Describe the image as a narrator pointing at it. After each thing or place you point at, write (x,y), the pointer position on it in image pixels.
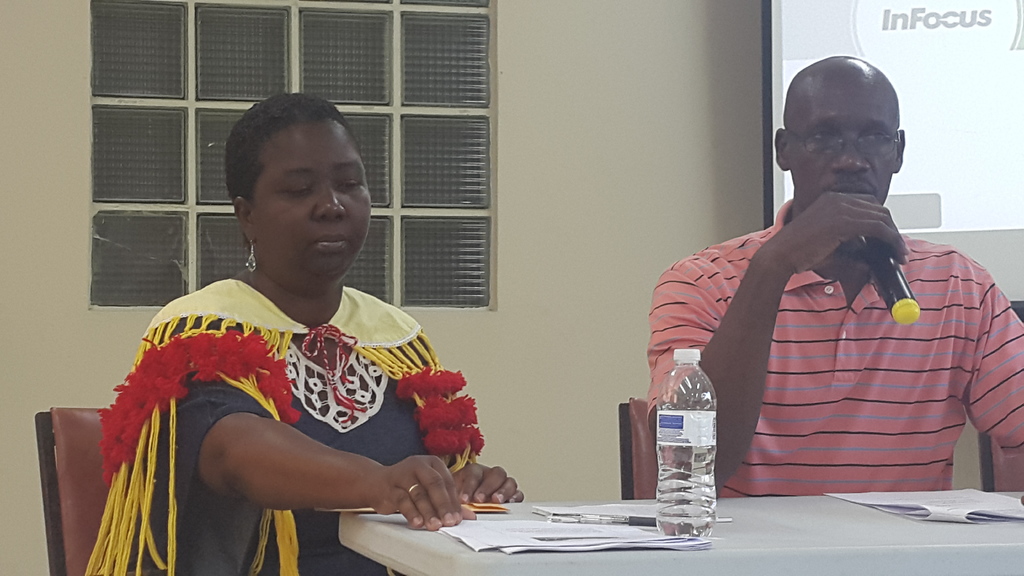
In this picture I can see two persons (414,364) are sitting on the chairs (637,454). On the bottom of the side there is a table (833,535). Some papers (656,533), pen (626,517), bottle (664,485) are placed on that. In the background (623,132) I can see a wall (683,69). On the right top of the side there is a screen (960,59). The person (883,362) who is sitting on the right side (883,283) is holding mike (882,257) in his hand (874,226) and speaking something.
